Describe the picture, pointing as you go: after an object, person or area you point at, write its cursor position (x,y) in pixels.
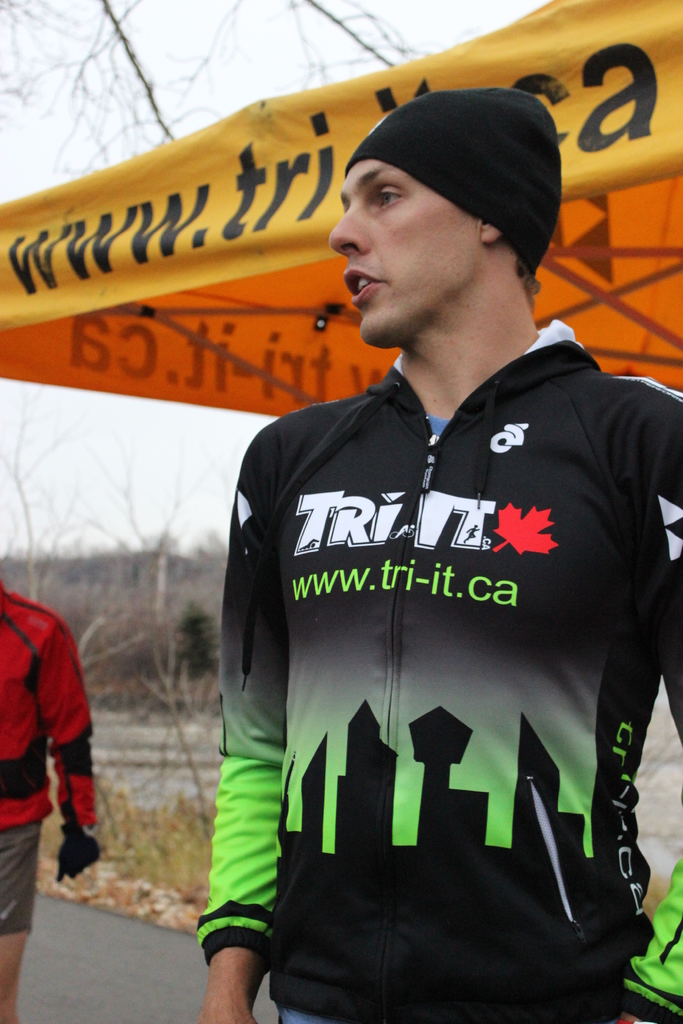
In this picture there is a person (481,597) standing and wearing a black jacket (475,601) and there is another person (20,701) wearing red jacket (30,698) in the left corner (42,726) and there are some other objects (323,126) in the background (327,124).
